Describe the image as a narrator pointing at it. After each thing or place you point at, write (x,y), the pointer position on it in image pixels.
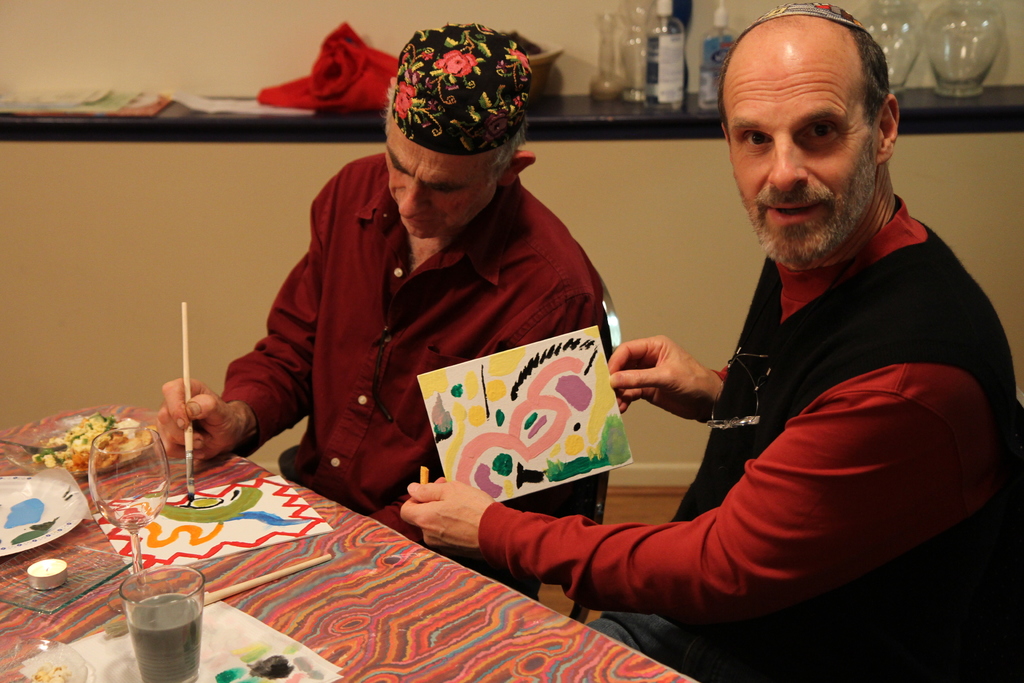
In the foreground of the picture (450,455) there are men (686,540), table (381,638), papers (217,498), glasses (140,506), plate (63,520), food (115,442) and other objects (92,564). The men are painting. In the background (640,85) there are bottles (716,34), jars (956,36), cloth (299,98), paper (104,108) and other objects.
